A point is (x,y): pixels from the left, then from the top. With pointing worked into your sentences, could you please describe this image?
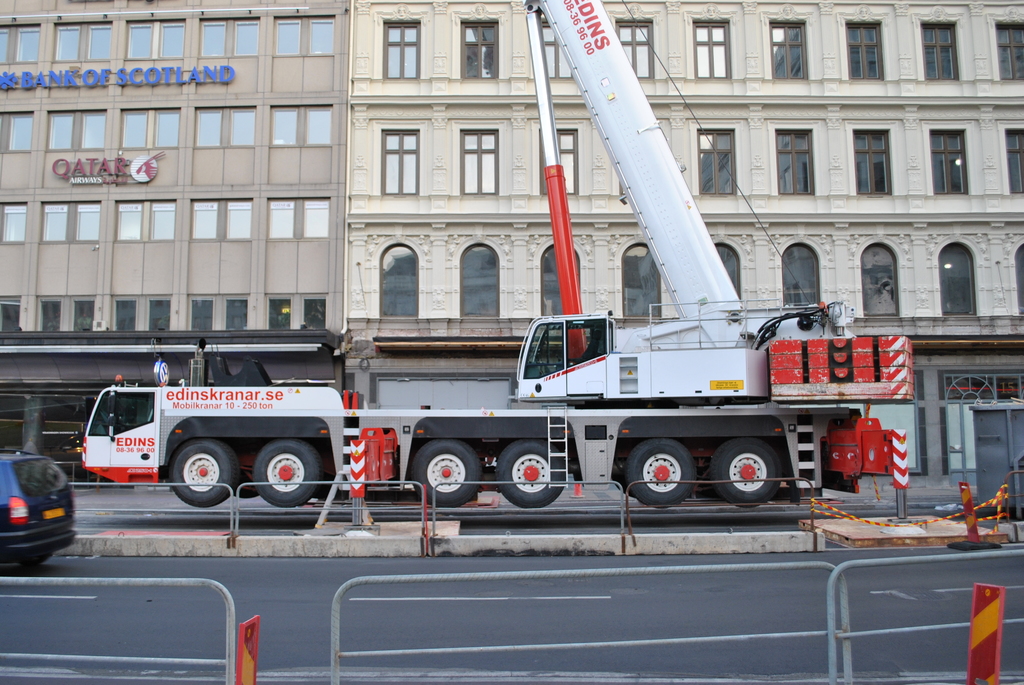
In this image we can see the vehicles (218,438) on the road (611,626). We can also see the barriers (457,539), safety boards (994,621) and also the buildings (377,205) in the background (830,149).
